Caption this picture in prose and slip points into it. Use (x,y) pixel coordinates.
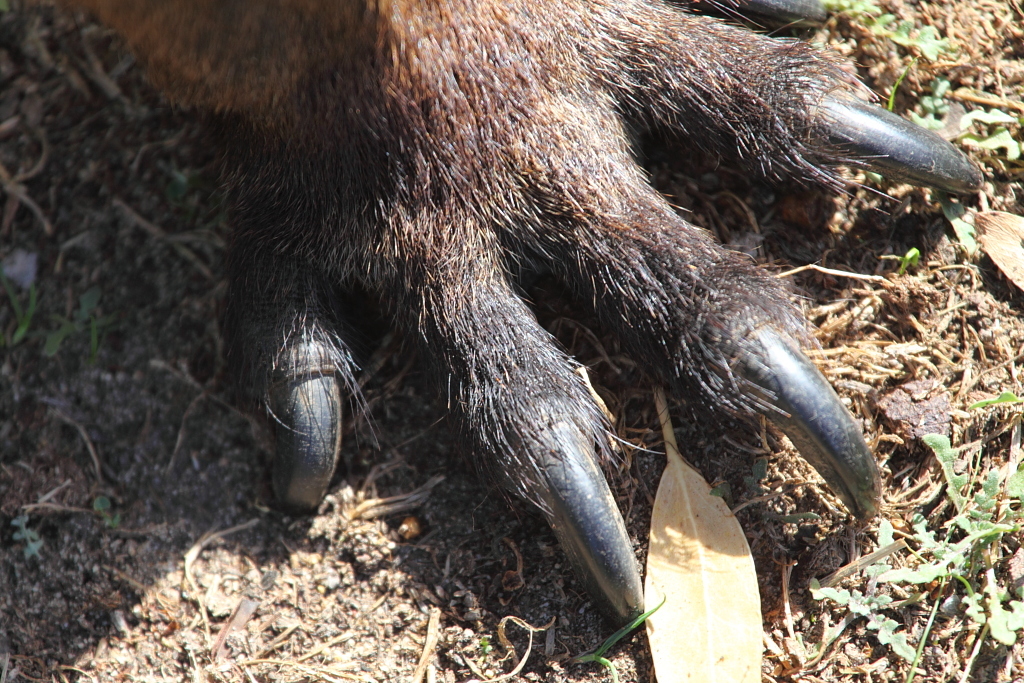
In this image we can see a animals leg (602,294). At the bottom of the image (730,629) there is grass (991,557) and leaves (724,573).
